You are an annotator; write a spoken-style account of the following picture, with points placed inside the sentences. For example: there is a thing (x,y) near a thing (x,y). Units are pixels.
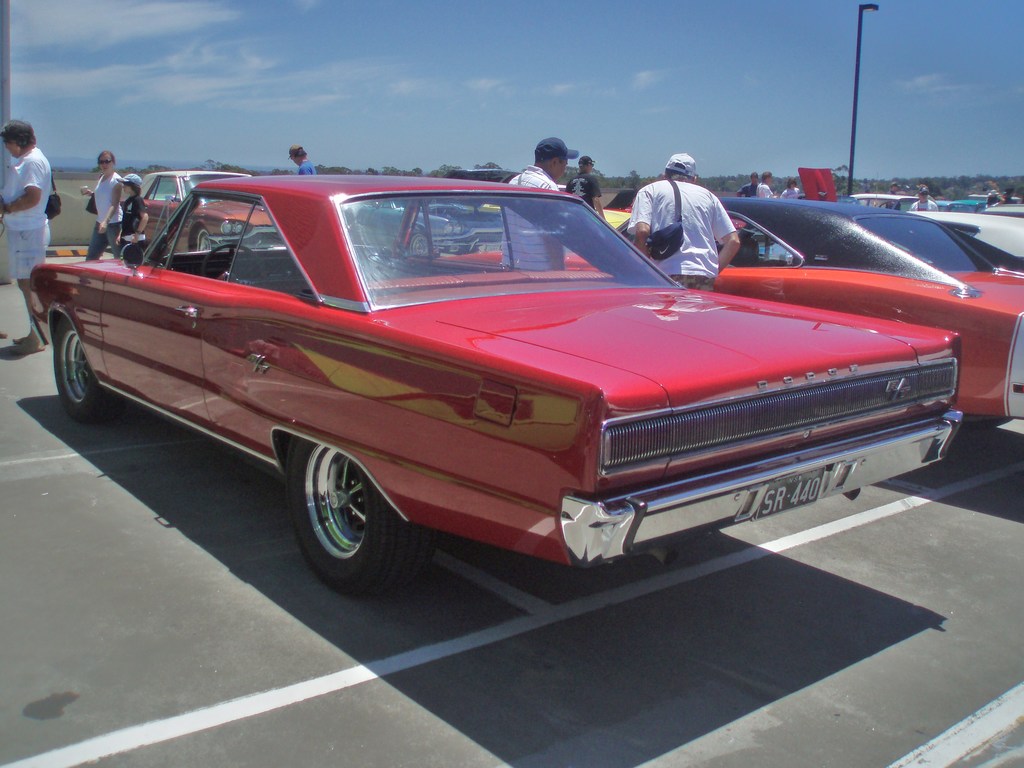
In this image we can see some cars (448,484) placed on the road (516,563). We can also see some people (635,220) standing beside them. On the backside (92,105) we can see a pole (850,166) and the sky (864,171) which looks cloudy.
